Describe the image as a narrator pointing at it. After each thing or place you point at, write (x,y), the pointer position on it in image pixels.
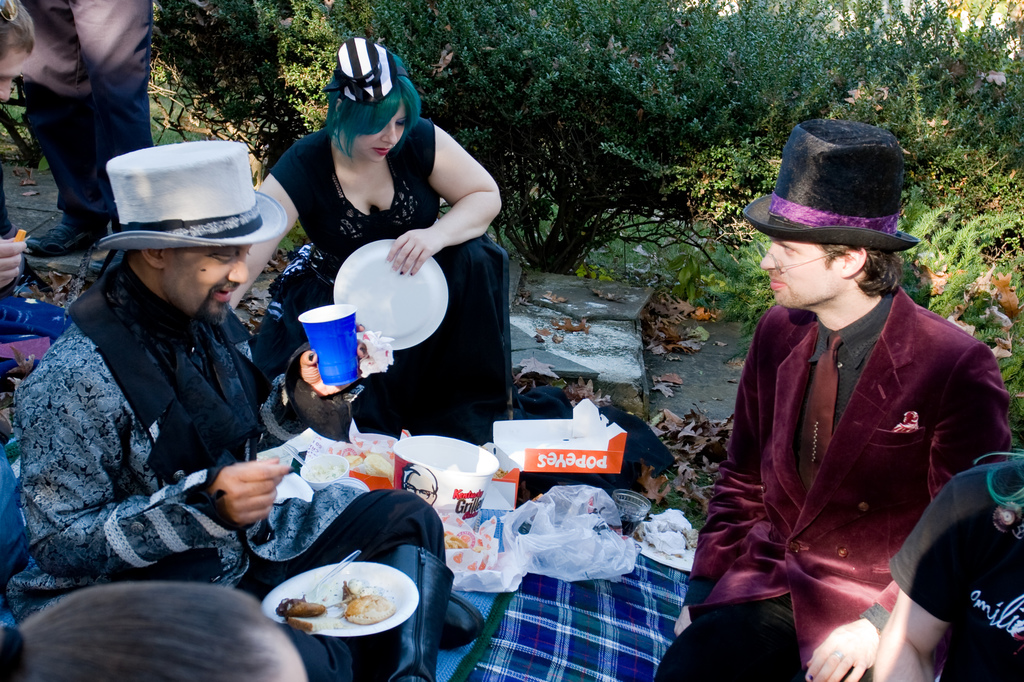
This image is taken outdoors. In the background (313,36) there are a few plants (980,303) on the ground (691,314). At the bottom of the image (529,651) there is a mat (610,639) and a few dry leaves (673,348) on the ground (668,325). On the left side of the image (11,68) a few people (402,142) are sitting on the mat (595,649) and having food (383,598) and there are a few things (435,435) on the mat (586,658). On the right side of the image (805,275) two persons (824,549) are sitting on the mat (569,651). At the top of the image (35,123) a man (81,80) is standing on the ground (35,207).
